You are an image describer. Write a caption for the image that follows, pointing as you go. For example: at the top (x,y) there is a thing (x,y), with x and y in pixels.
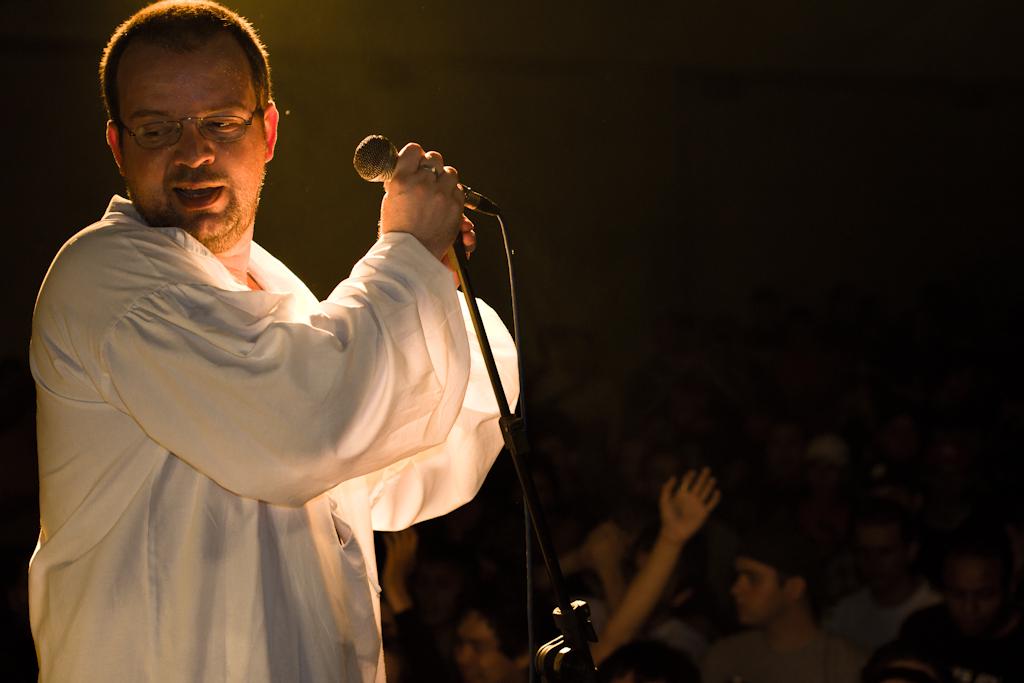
In this image I can see the person (112,336) with the white color dress (132,345) and the person (318,371) is standing in-front of the mic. I can see few more people (491,666) and the black background (492,299).
